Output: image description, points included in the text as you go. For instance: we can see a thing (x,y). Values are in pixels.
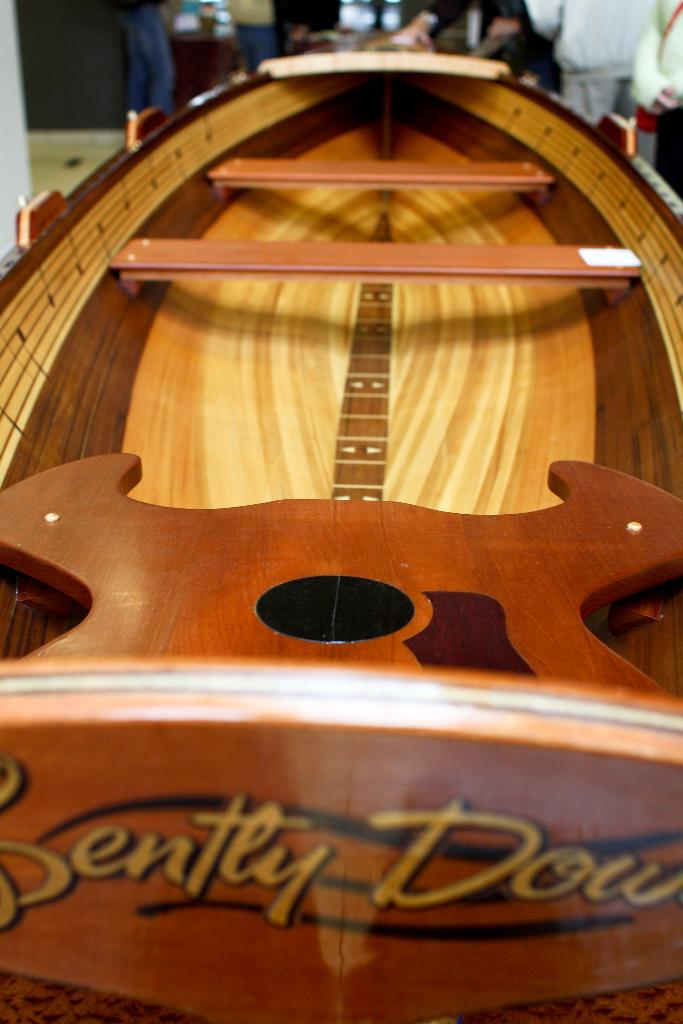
In this image, I can see a wooden boat (171,487). These are the kind of wooden benches (368,257), which are fixed in the boat (453,308). In the background (281,29), I can see few people (555,35) standing.
